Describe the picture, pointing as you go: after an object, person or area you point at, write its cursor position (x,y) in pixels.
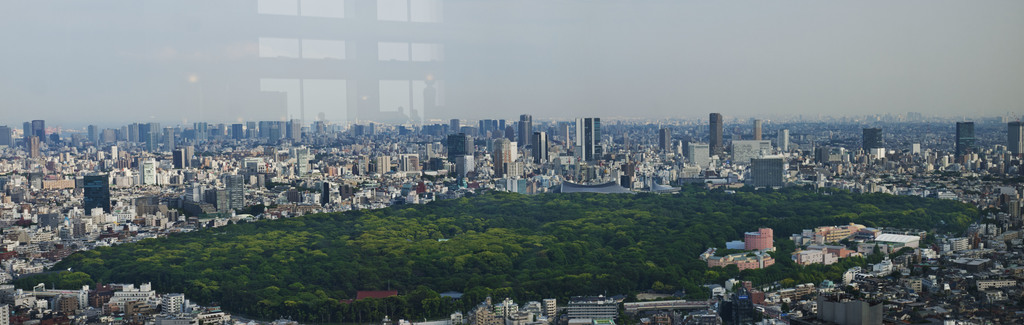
This is a picture of a city (289,151), where there are buildings (796,322), trees (375,259), and in the background (873,0) there is sky (654,78).
